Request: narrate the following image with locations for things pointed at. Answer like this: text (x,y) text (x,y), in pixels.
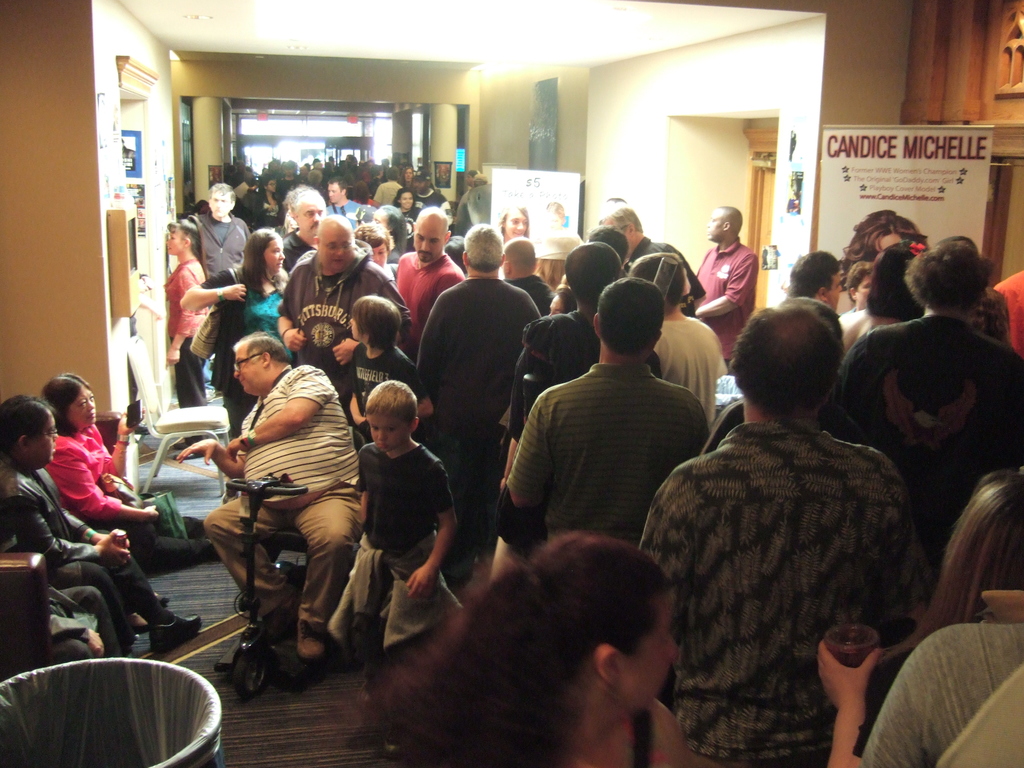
In this picture there are few persons (435,298) standing and there are three persons (110,501) sitting in the left corner (99,469) and there is a dust bin (89,710) beside them and there are few banners (538,209) and some other objects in the right corner (791,180).
